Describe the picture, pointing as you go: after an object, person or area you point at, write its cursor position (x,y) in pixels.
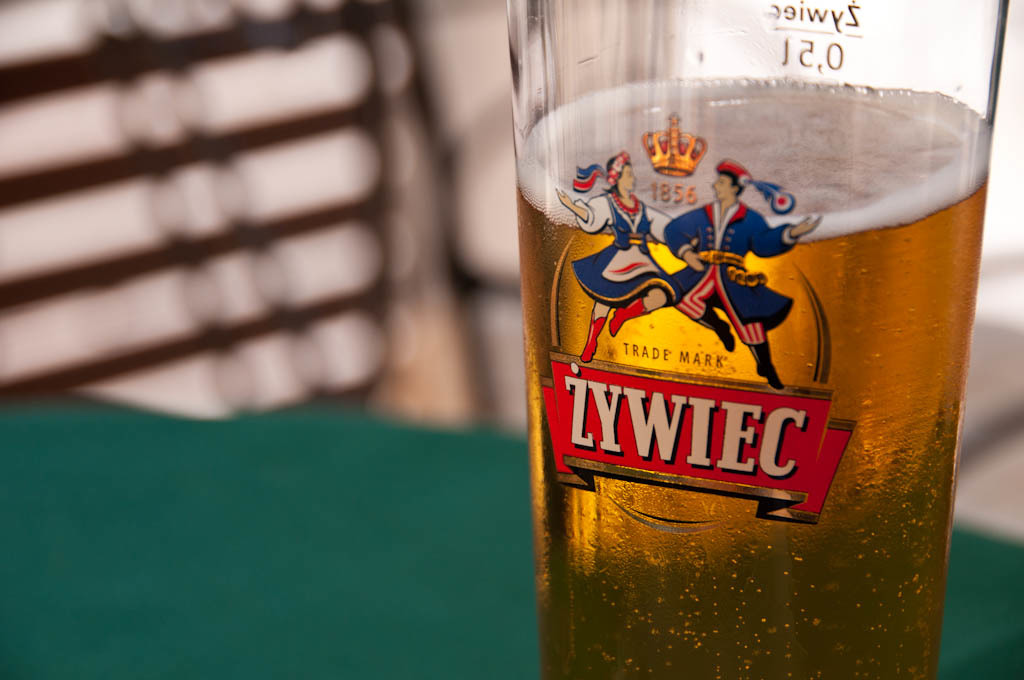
In this picture we can see a glass (639,425) with some liquid (722,587) and the glass (643,511) is on an object (410,510). Behind the glass (634,458) there is a blurred background (424,99).
